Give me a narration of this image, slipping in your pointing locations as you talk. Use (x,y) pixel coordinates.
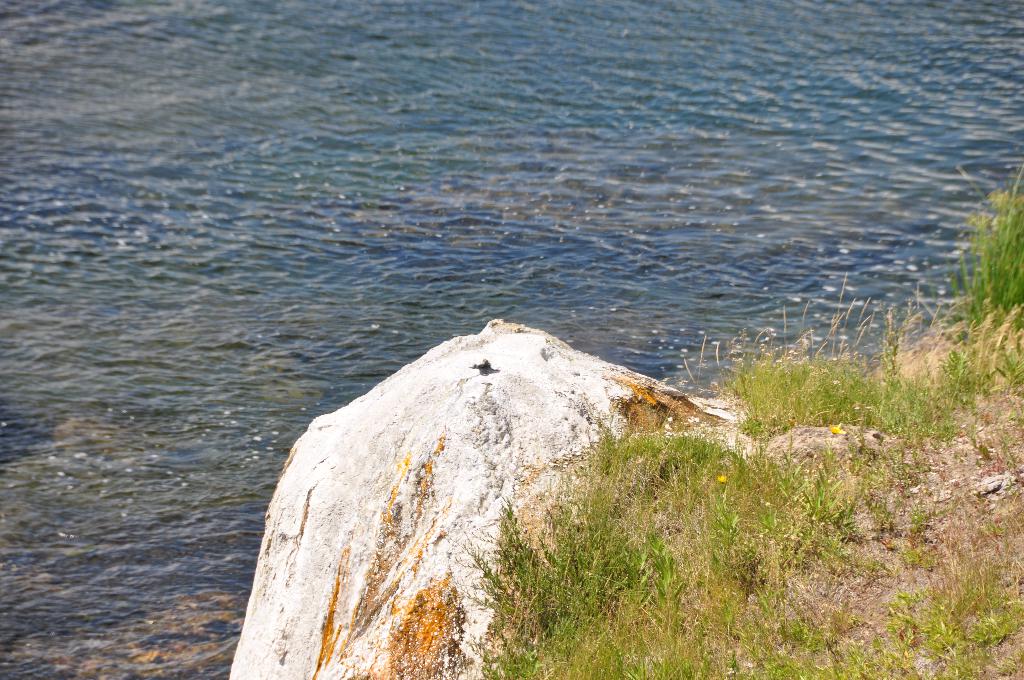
As we can see in the image there is water (439,195), rock (460,419) and grass (725,540).
